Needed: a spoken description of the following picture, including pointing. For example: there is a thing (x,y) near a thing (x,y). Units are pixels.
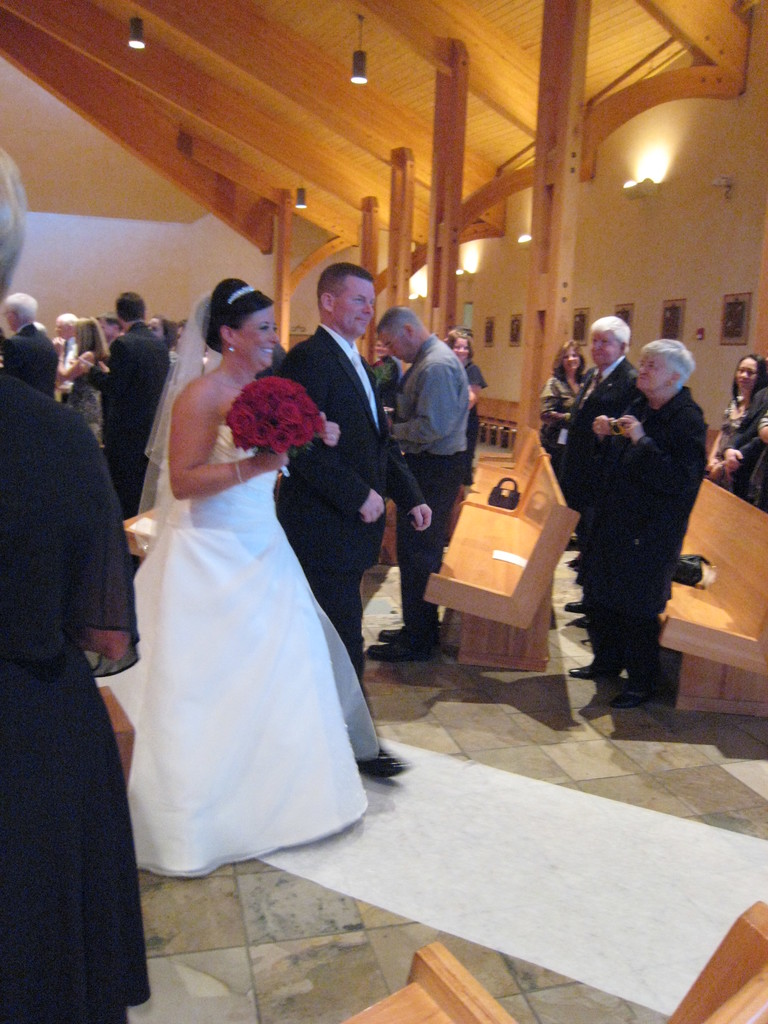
In this image there is a bride (214,471) and a man (297,375) walking the white carpet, the bride (214,447) is holding a flower bouquet (291,386), around them there are a few people (114,484) standing, behind them there are wooden benches (538,582), on the benches (519,520) there are some objects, in the background of the image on the walls (670,206) there are photo frames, lamps (625,182), cameras (721,179), between the benches (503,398) there are wooden pillars (457,256), on top of the wooden roof (284,83) there are lamps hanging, behind them there is a wall (91,228).
